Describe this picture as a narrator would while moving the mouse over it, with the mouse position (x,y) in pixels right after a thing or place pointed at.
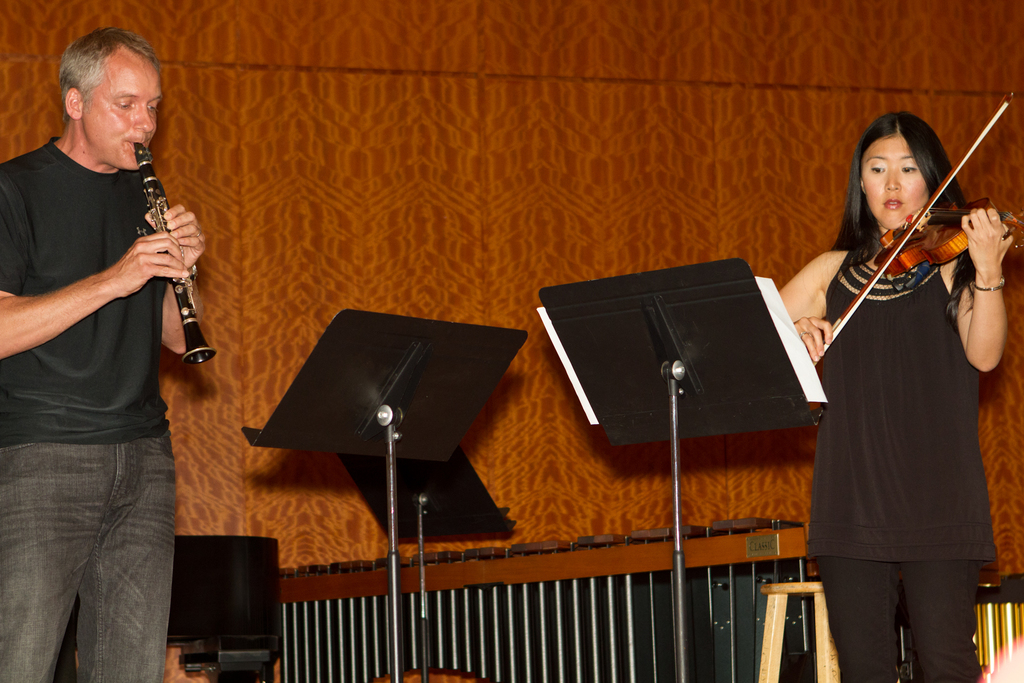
In the image we can see there are two people (912,304) who are standing. A woman (965,430) is holding a violin (946,239) in her hand (982,238) and the man (118,288) is holding a musical instrument (148,204).
